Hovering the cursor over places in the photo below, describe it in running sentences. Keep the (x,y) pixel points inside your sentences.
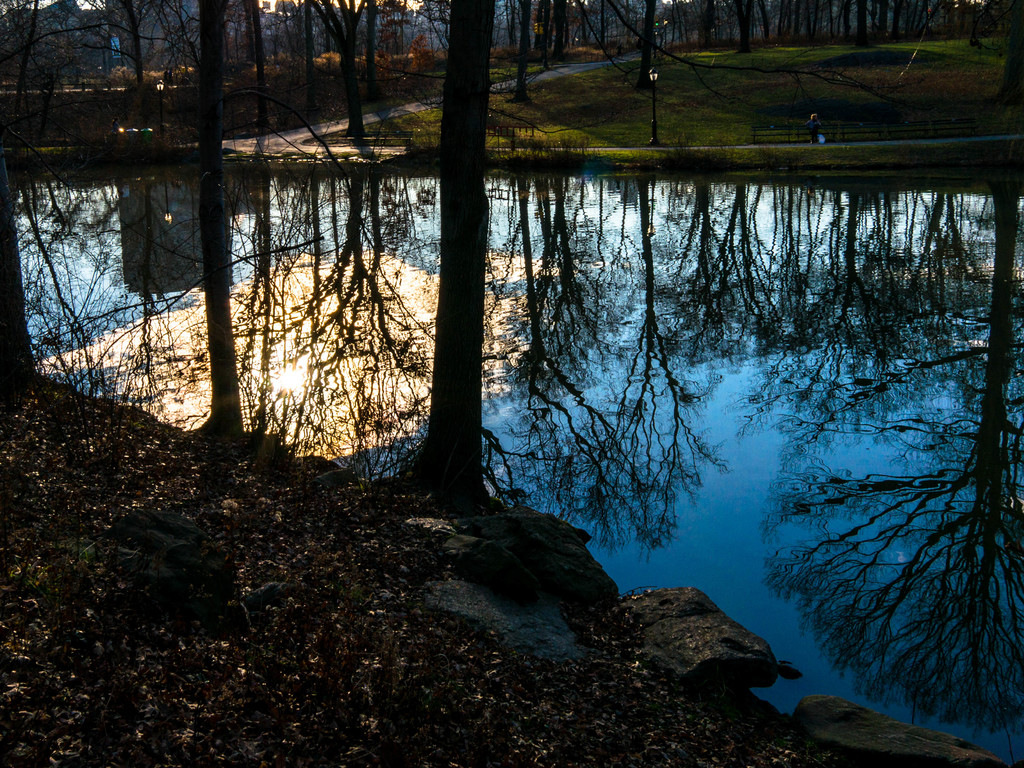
In this image there is water (660,330) in the middle (576,317) and there are tall trees (347,95) on either side of the water (401,176). In the water (571,393) there are reflections (708,381) of the trees (485,68). At the bottom (264,624) there are dry leaves (324,614) on the ground (324,614) and there are stones (208,572) beside it. In the background (553,90) there is a path (586,67) in the middle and there is grass (571,99) beside it.
